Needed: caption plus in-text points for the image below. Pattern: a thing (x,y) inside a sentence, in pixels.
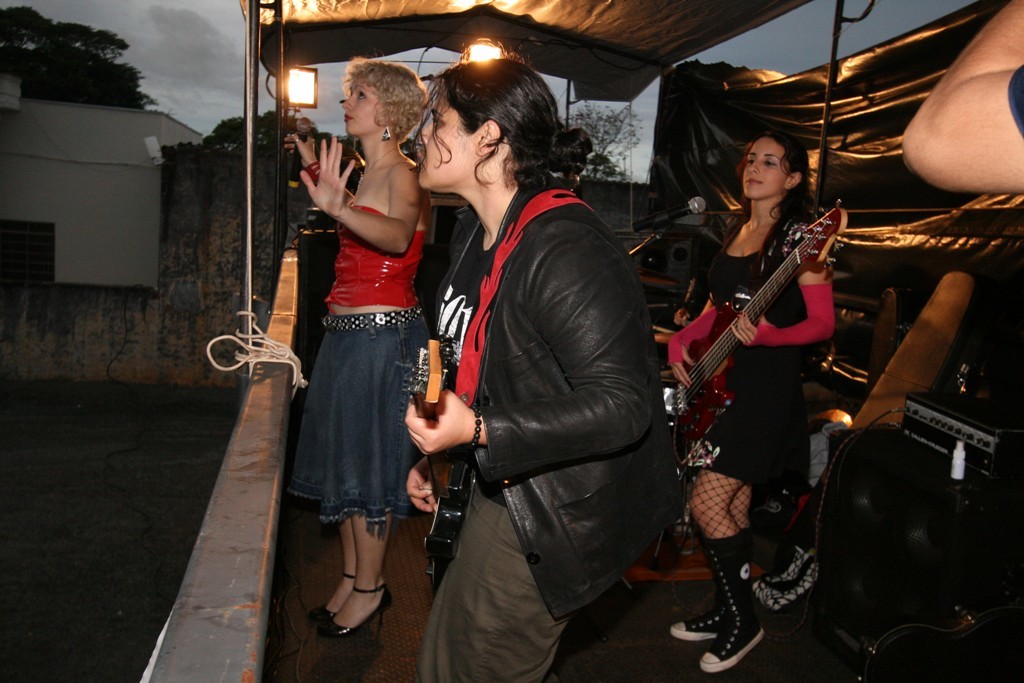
The picture is clicked on a stage (265,551). In the foreground of the picture (500,464) there is a woman (438,446) playing guitar (438,543). On the right (773,458) there is a woman (763,394) playing guitar (731,331). In the center of the picture (386,274) there is a woman (371,292) standing. At the top (408,22) there are lights (290,78) and tent (542,4). On the right (864,311) there are music instruments (916,396) and a black curtain (862,136). On the left (145,302) there are trees (46,40), wall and building (85,182). In the center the background (613,143) there are trees (611,128). Sky (190,52) is cloudy.
